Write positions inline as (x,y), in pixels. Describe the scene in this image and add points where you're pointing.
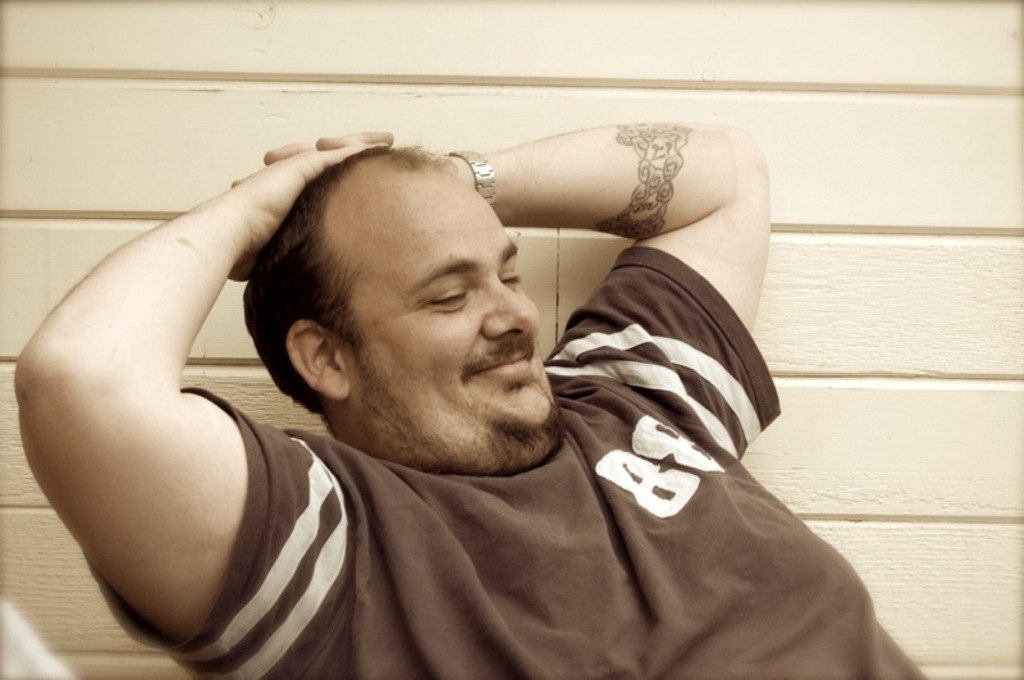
In this image we can see a man (453,395) smiling. In the background (233,121) we can see the wall (847,245).
